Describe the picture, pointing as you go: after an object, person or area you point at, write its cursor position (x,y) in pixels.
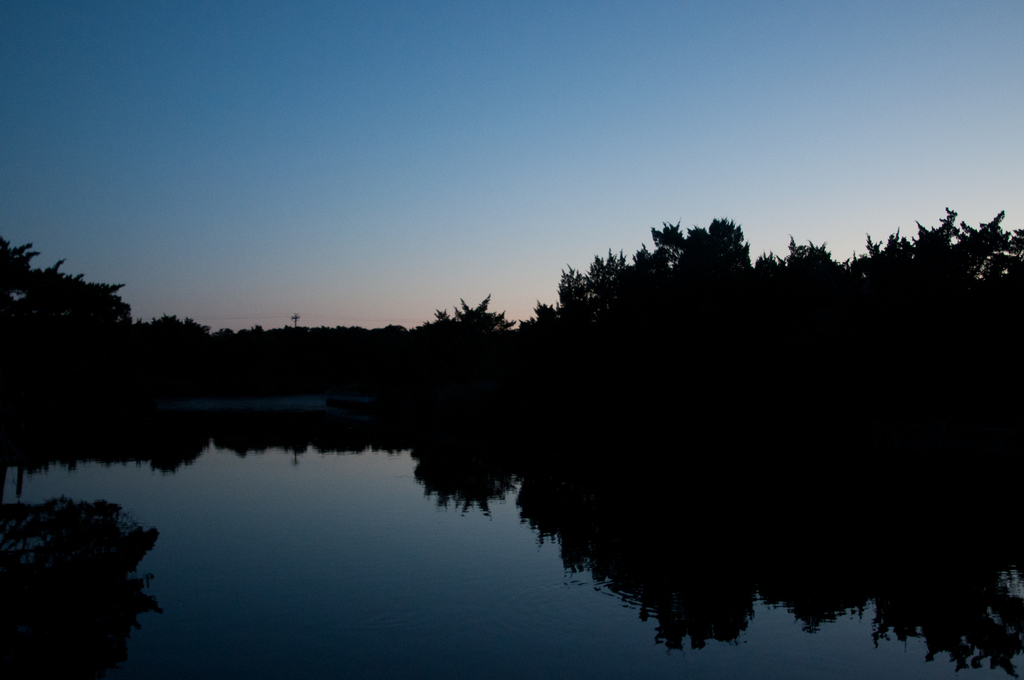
This image is taken outdoors. At the top of the image (376,132) there is a sky (682,172). At the bottom of the image (253,513) there is a pond (800,549). In the middle of the image (625,330) there are many trees (634,275) and plants (919,277).
